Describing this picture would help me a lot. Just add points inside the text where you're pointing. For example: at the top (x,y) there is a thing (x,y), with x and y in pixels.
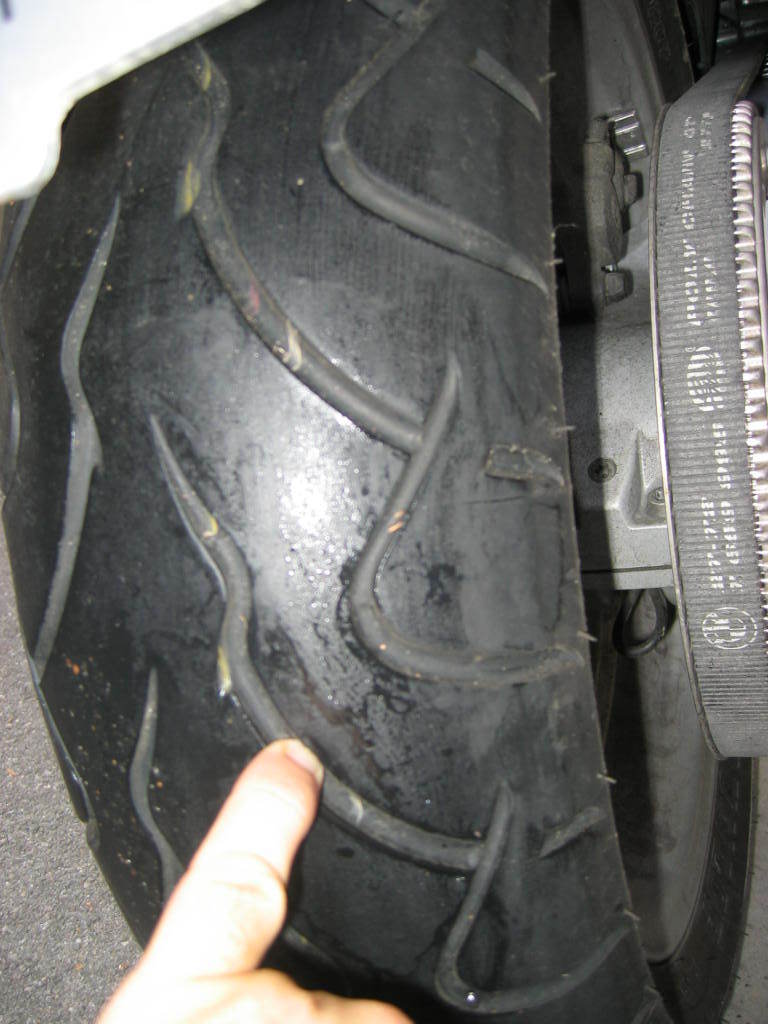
As we can see in the image there is a Tyre (523,691) and human finger (300,788).
